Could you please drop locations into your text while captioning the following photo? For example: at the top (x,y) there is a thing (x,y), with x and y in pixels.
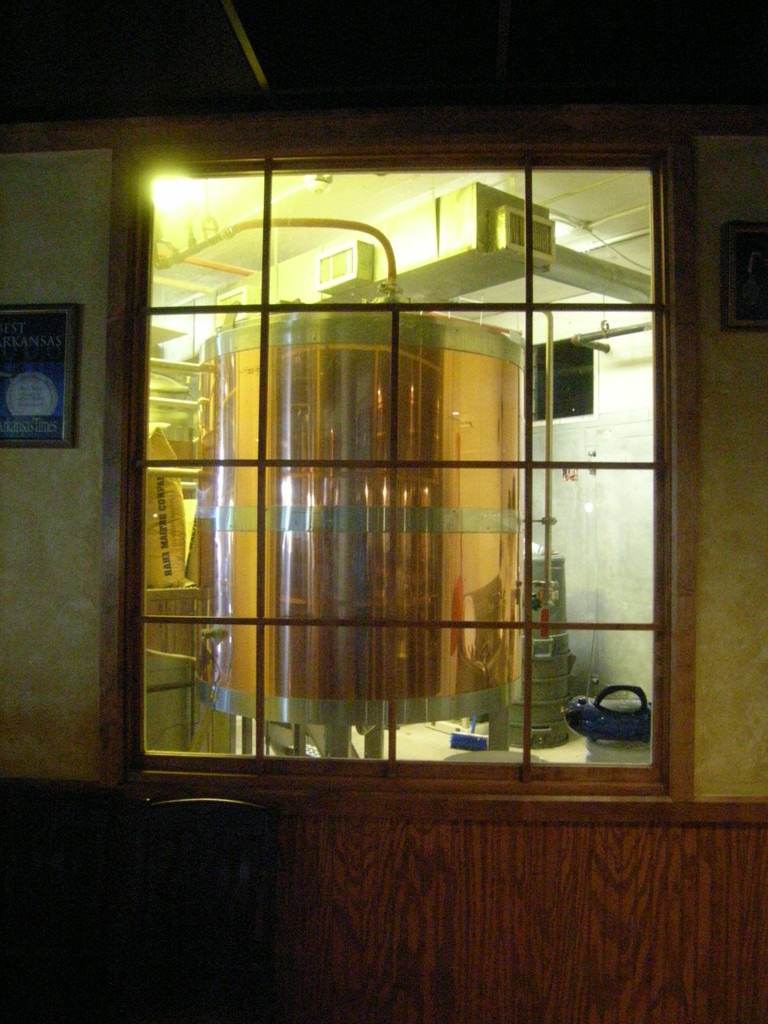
In this picture we can see a glass window (183,612) and there are photo frames (3,365) on the wall (51,635). Behind the glass window (255,464) there is a machine (249,428), light (172,199) and some objects (172,597).
